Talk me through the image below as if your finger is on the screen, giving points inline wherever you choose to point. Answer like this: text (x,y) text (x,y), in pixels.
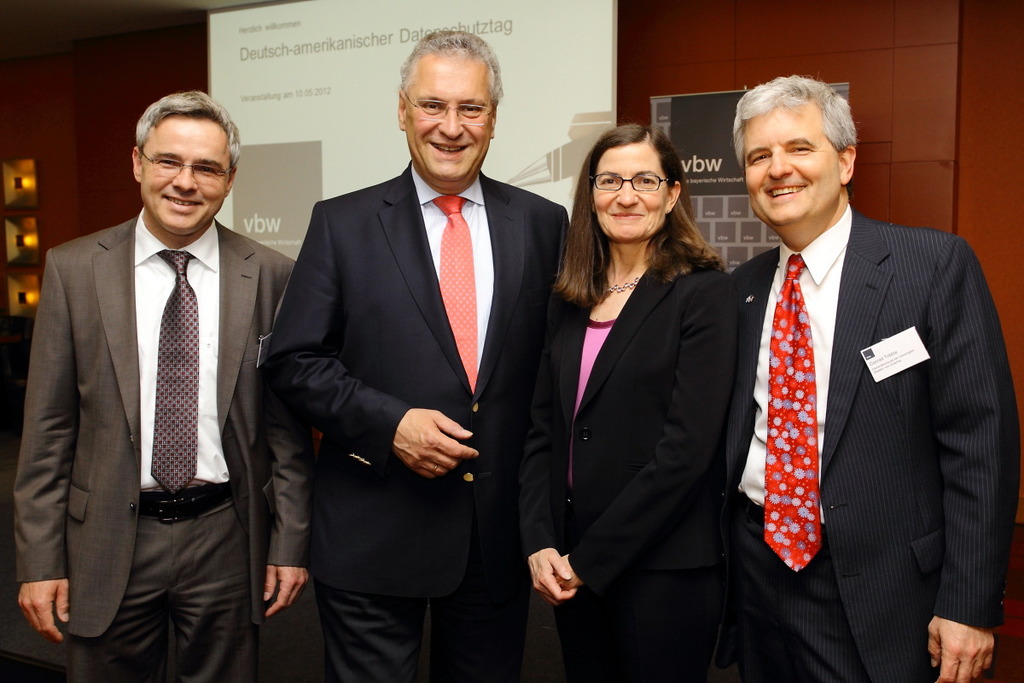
In this image we can see four people (548,352) standing. Three persons (646,322) are wearing specs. In the background (395,114) there is a board (295,102) with something written. Also there is another board (728,172) with something written. Also there is a wall (145,57). On the left side (31,191) there are lights (30,190).
